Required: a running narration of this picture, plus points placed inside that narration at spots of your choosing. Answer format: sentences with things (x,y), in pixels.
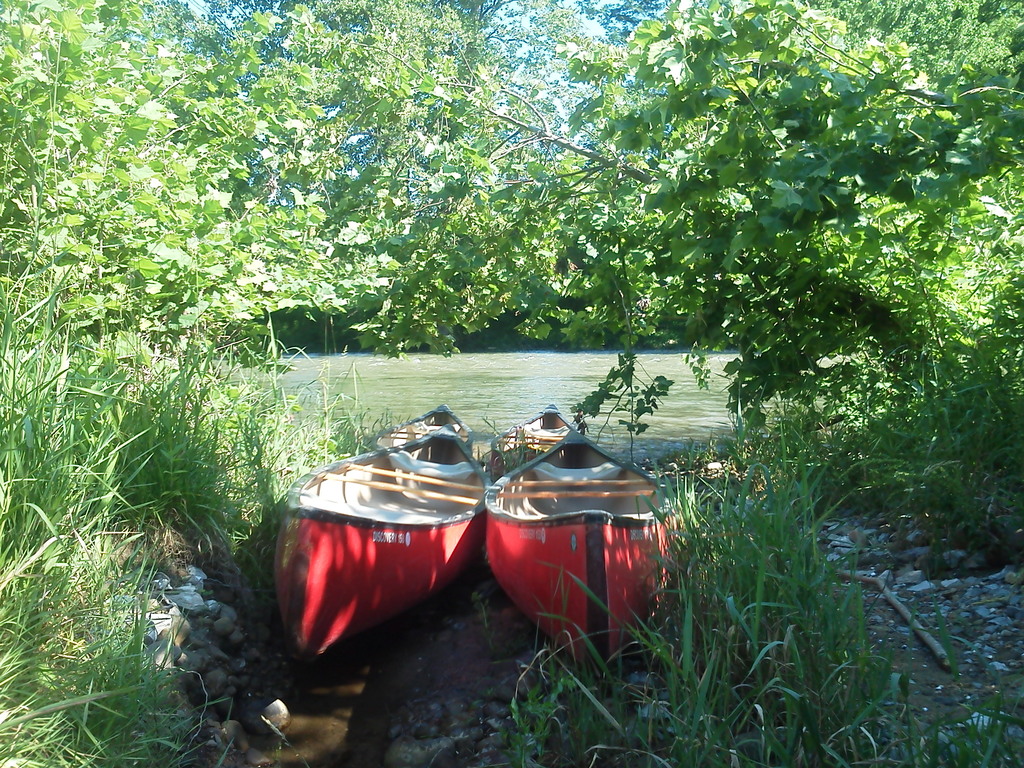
In this image I can see two boats (449,562). They are in red and white color. On the both-side I can see a trees (696,341) and water (541,408).
